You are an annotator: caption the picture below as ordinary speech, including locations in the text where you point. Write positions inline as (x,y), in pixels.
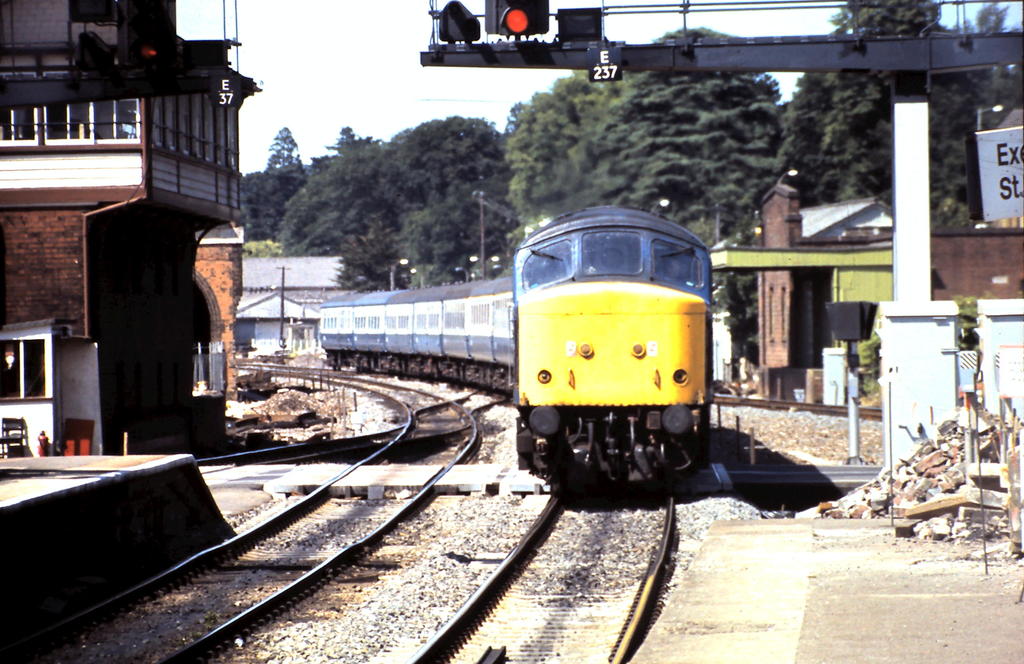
At the bottom of the image (508,634) there are tracks (414,493). There is a train (619,345) on the track (574,525). On the right side of the image (1001,437) there are wooden objects (935,450) and also there is a building (836,271) with walls (1022,265) and pillars (774,295). Above the train (692,285) there is a pole (910,150) with a signal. In the background (440,221) behind the train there are trees (459,188) and electrical poles (405,259). On the left side of the image (64,466) there is a platform (129,469) and also there is a building (35,339) with walls (49,226) and glass windows (231,116). There is a pole (220,68) with signals (155,64).
